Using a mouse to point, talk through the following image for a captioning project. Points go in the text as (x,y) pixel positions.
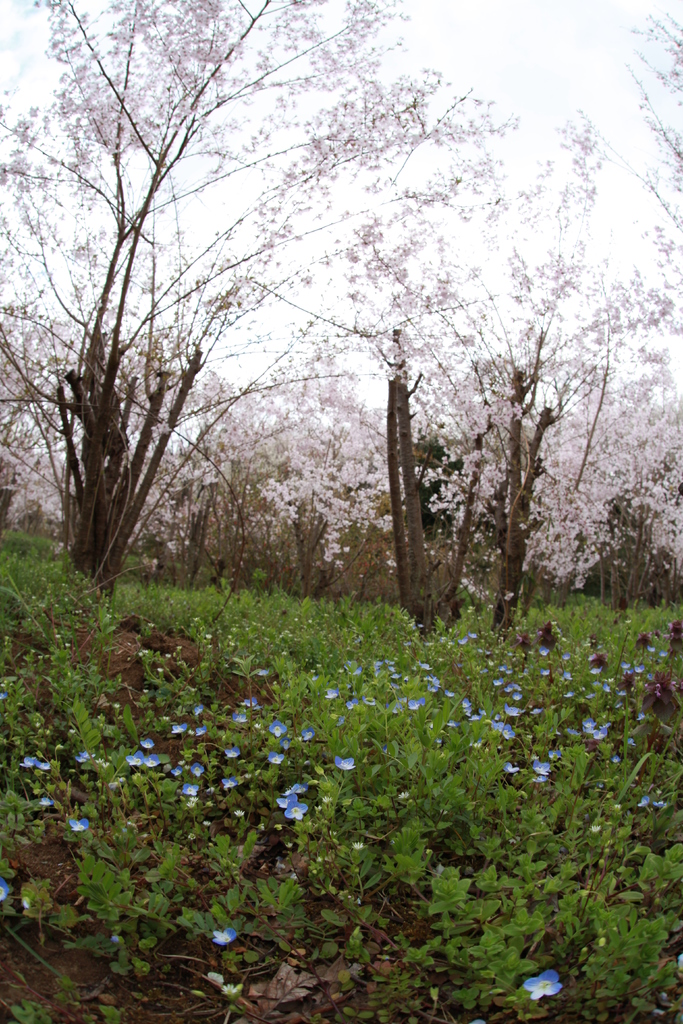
This picture is clicked outside. In the foreground (388,892) we can see the plants (296,759) and the flowers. In the background (521,216) we can see the sky (500,301) and the trees (287,471).
